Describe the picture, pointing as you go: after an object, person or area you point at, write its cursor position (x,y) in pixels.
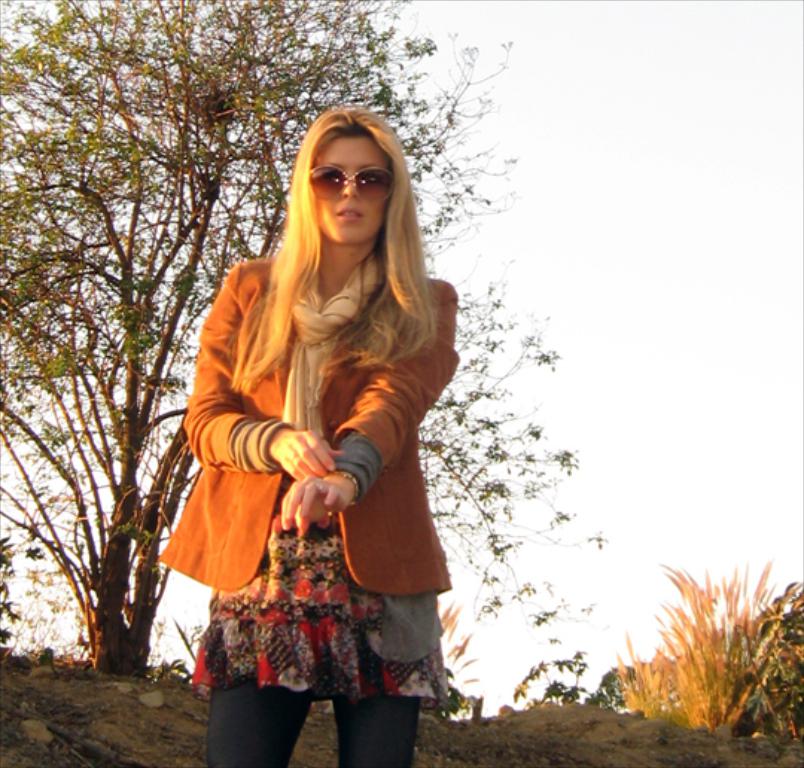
There is one women (309,467) present at the bottom of this image (285,582). We can see a tree (87,512) and plants (593,702) present behind her. There is a sky (623,365) in the background (628,383).
